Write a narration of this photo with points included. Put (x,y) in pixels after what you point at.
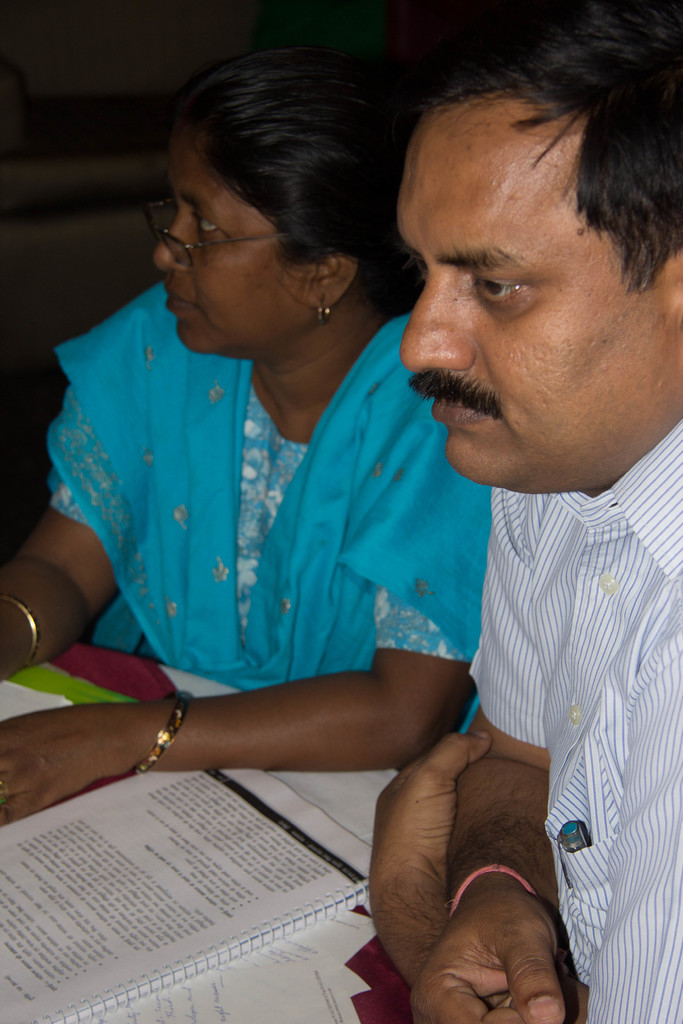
In this image we can see two persons (47,516) are sitting, in front (42,855) there are books (118,811) on the table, there it is dark.
